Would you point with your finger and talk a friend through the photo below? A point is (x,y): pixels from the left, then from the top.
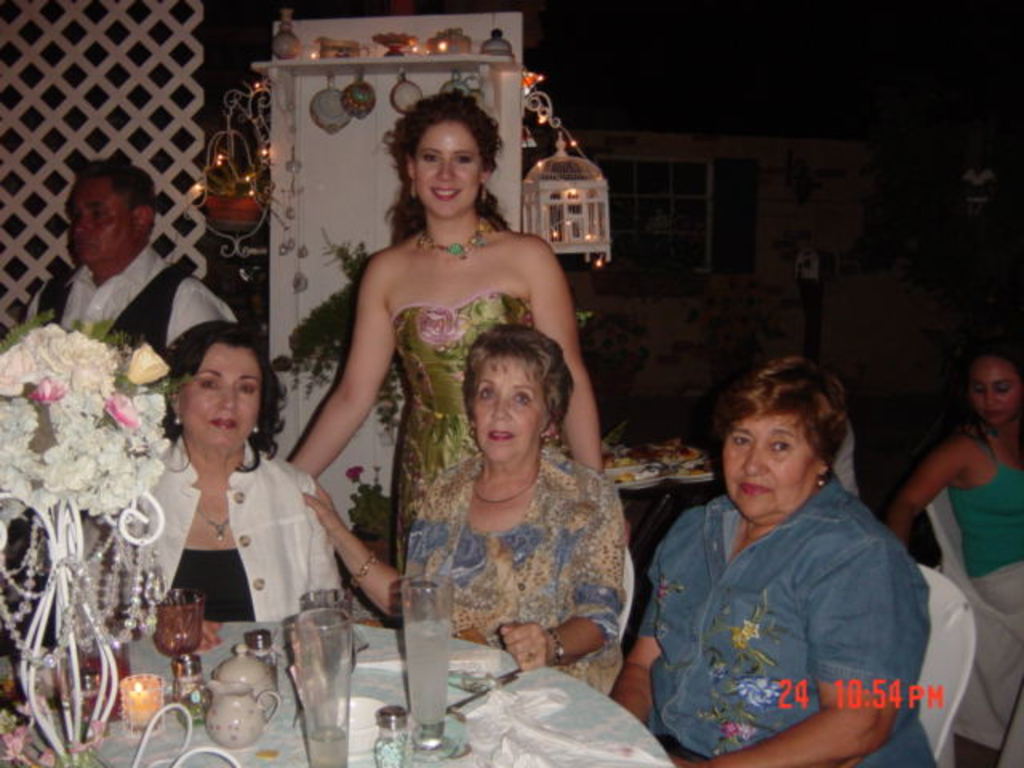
Here we can see four persons (741,594) are sitting on the chairs (948,701) and there are two persons (117,320) standing on the floor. There is a table (254,761). On the table (267,751) we can see a flower vase (56,463), glasses (328,635), bottles (395,735), candle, cloth (488,715), and a cup (224,692). In the background (627,449) we can see decorative objects (407,95), lights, plates (655,484), food (657,454), and wall (771,177).
